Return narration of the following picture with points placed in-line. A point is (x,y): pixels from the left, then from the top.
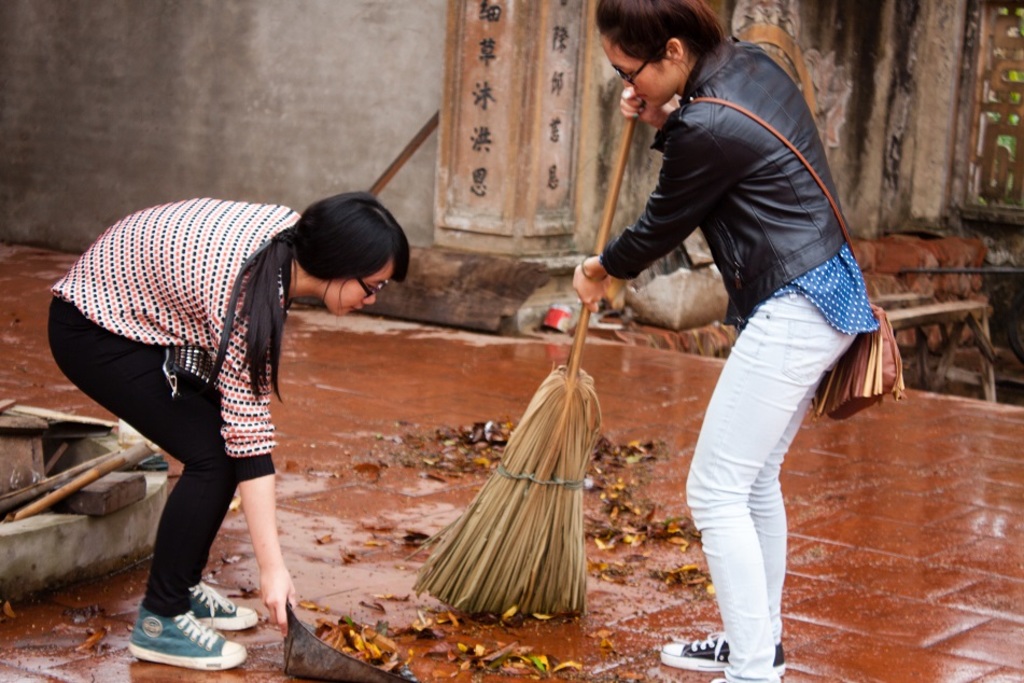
In this image there is one woman (695,183) who is standing and she is holding a broom (585,570) and sweeping, and on the left side (286,619) there is another woman (269,591) who is holding some object (309,662). And in the background (236,155) there is wall (101,103), pillars (536,115) and on the left side (60,499) there is a wooden stick (17,500) and some objects (111,472). At the bottom (310,500) there is floor (992,581), and on the floor (282,544) there are some dry leaves (611,515).
